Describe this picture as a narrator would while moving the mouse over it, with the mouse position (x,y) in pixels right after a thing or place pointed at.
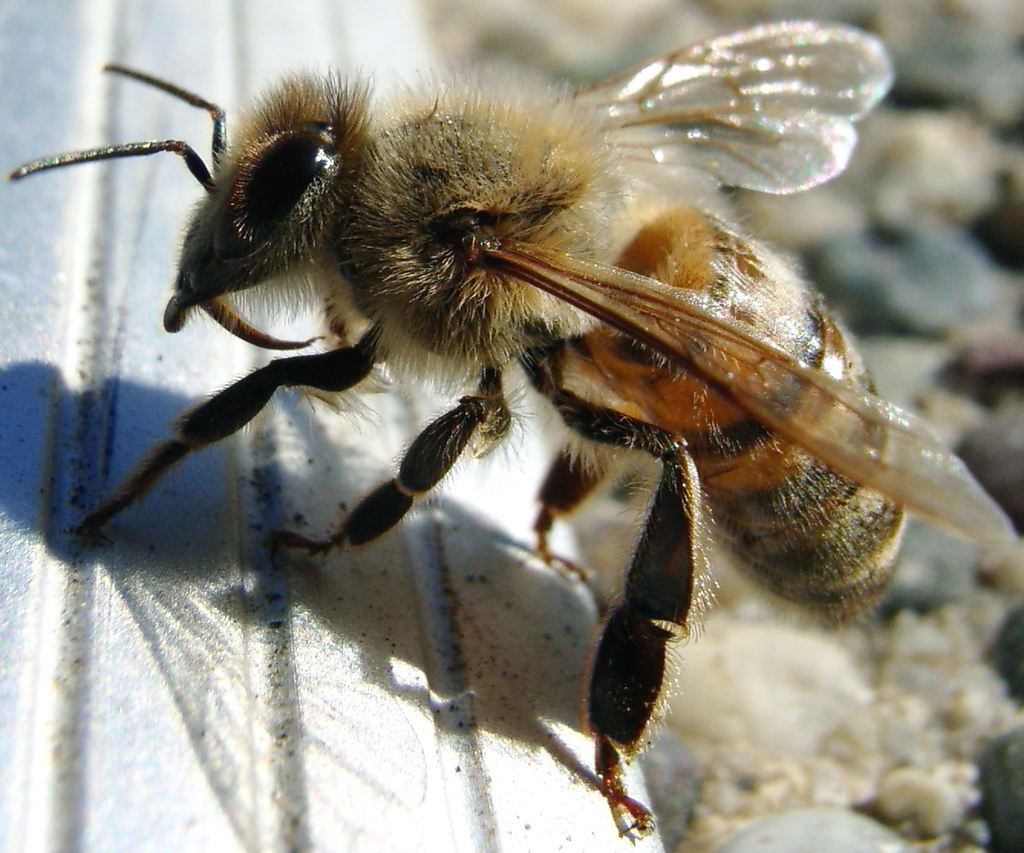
On the left side of the image (297,623) we can see one white color object (294,693). On that object (259,525), we can see one honey bee (295,345). In the background (736,195), we can see it is blurred.
